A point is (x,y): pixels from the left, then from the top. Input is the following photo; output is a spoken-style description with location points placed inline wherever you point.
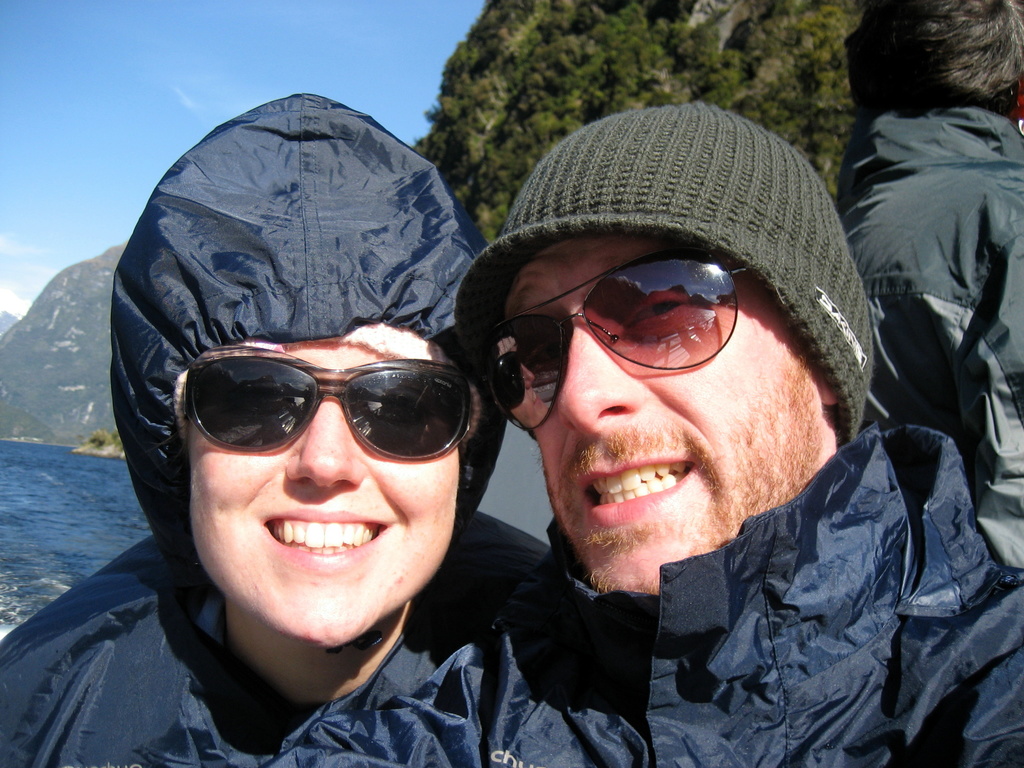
In this image, there are a few people (125,434). We can see some water (56,508). There are a few hills (105,419) and trees (551,73). We can also see a plant (107,434) and the sky (127,174).
